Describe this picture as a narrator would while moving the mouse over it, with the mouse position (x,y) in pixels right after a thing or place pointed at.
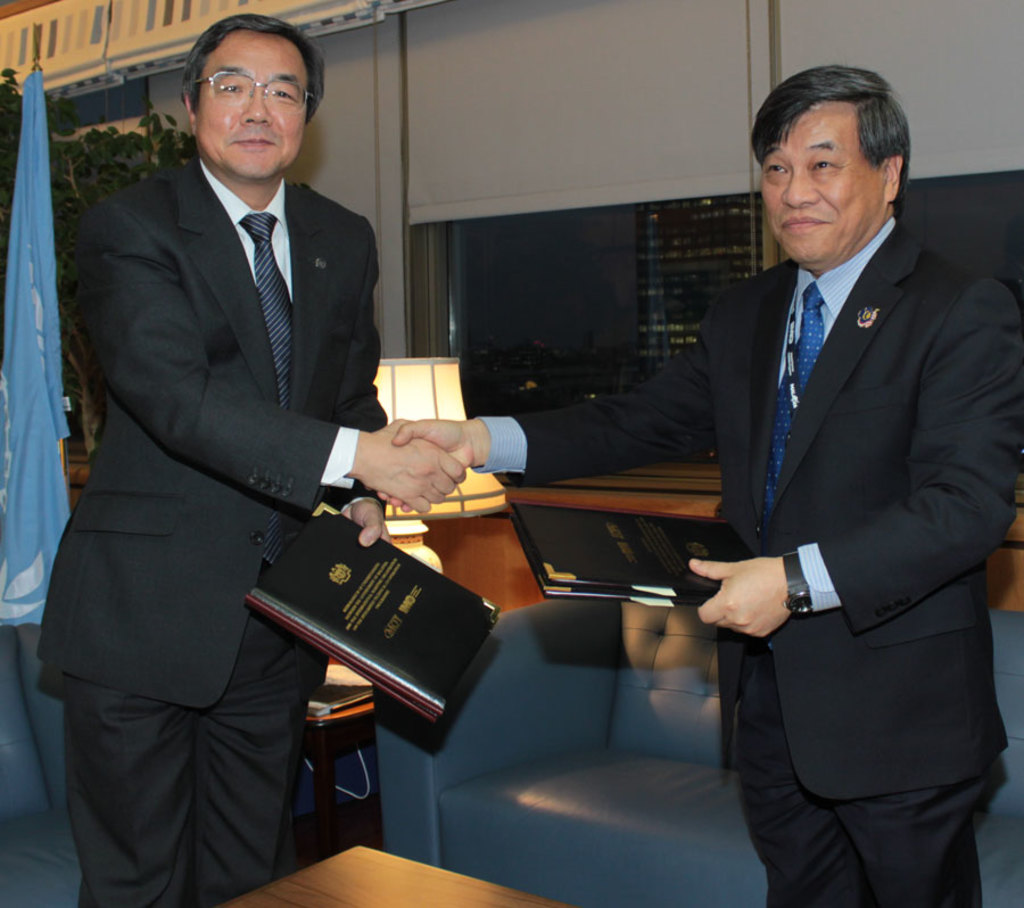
In this image there are two persons (297,505), there is a person (265,539) holding an object (350,601), there is a couch (546,729), there is a flag (24,250), there is a plant (86,425), there is window (599,274), there is building (695,259), there is sky (537,294).
